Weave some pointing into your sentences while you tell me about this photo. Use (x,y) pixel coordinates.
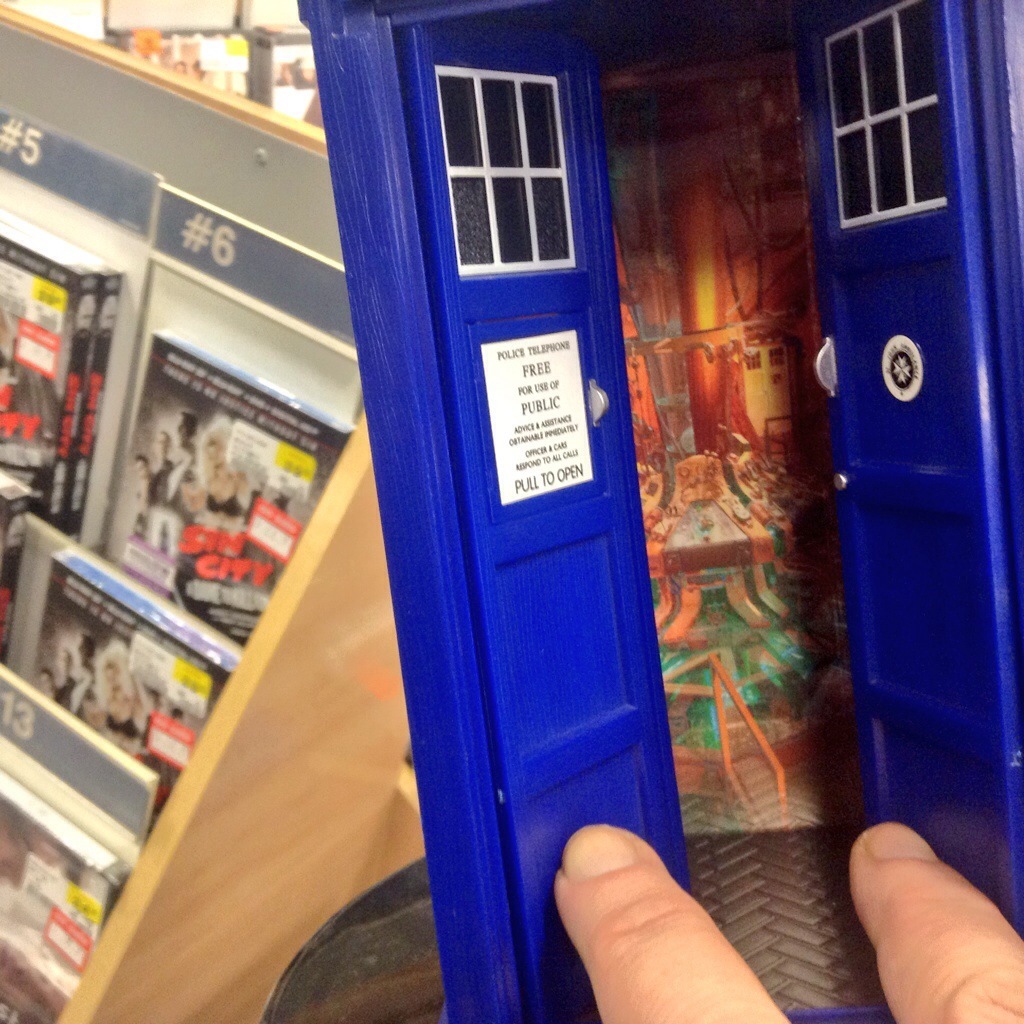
In this picture, we can see fingers (896,839) of a person (896,839), and we can see a toy (565,138), and we can see blue color toy (591,403), and we can see door (592,244), background (742,286) with some art (692,400) and ground (760,863) of the toy (451,868), and we can see some wooden shelf (197,122) with DVDs (135,749), and we can see some objects (293,109) in the top left corner (251,94).
